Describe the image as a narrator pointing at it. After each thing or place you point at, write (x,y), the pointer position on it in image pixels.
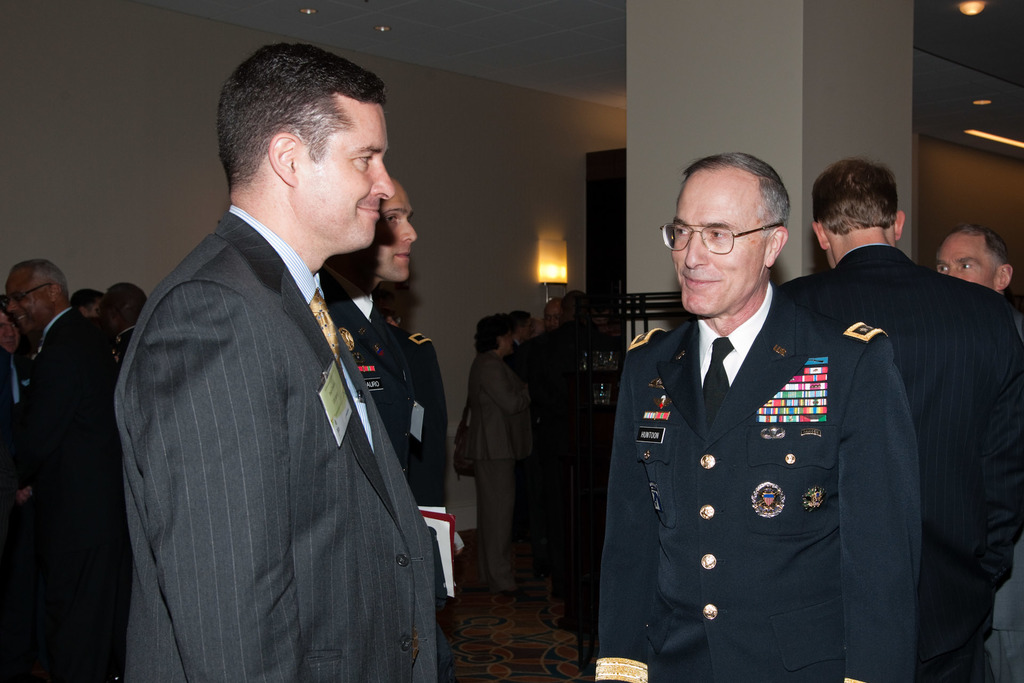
In this image, there are a few people (785,541). We can see the ground (488,605) and a pillar (681,158). We can also see the wall (461,175) with an object (548,282). We can see some black colored objects (613,316). We can also see the roof (536,68) with some lights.
